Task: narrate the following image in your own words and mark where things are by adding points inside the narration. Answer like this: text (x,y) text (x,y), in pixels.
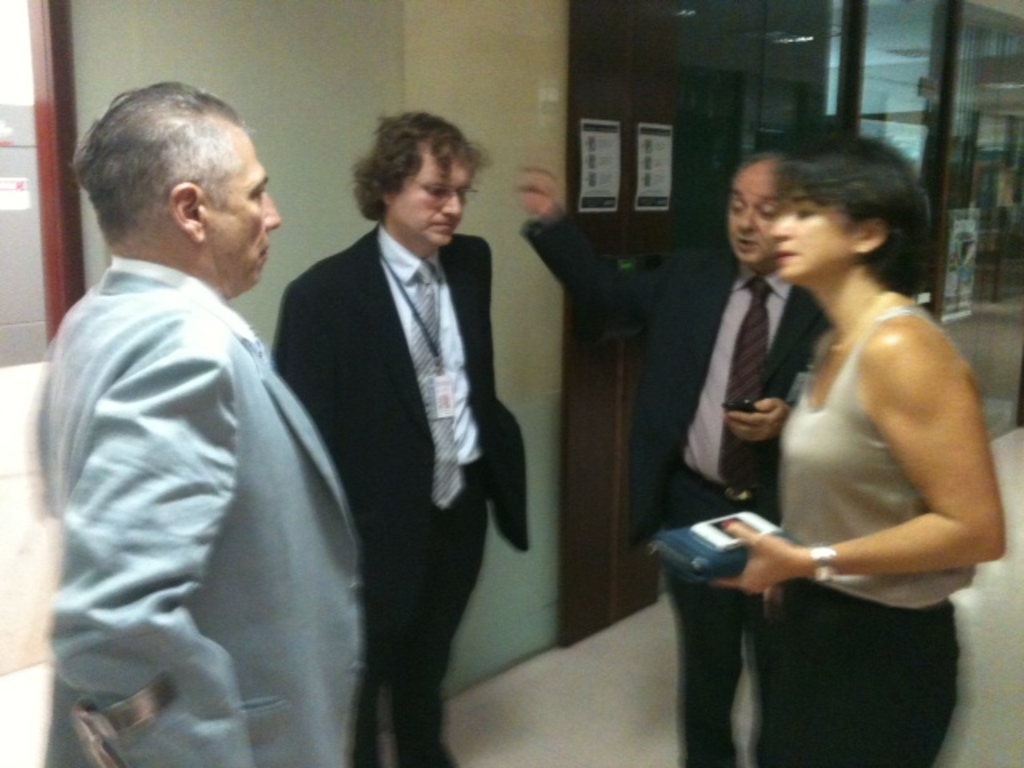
In the center of the image (504,412) we can see some persons (386,260) are standing and a lady (812,516) is holding an object (732,542). In the background of the image (575,344) we can see wall (425,91), doors (584,87), glass (859,131), paper (646,156), boards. At the bottom of the image (586,703) there is a floor (583,723). At the top right corner (999,14) there is a roof (999,14).
